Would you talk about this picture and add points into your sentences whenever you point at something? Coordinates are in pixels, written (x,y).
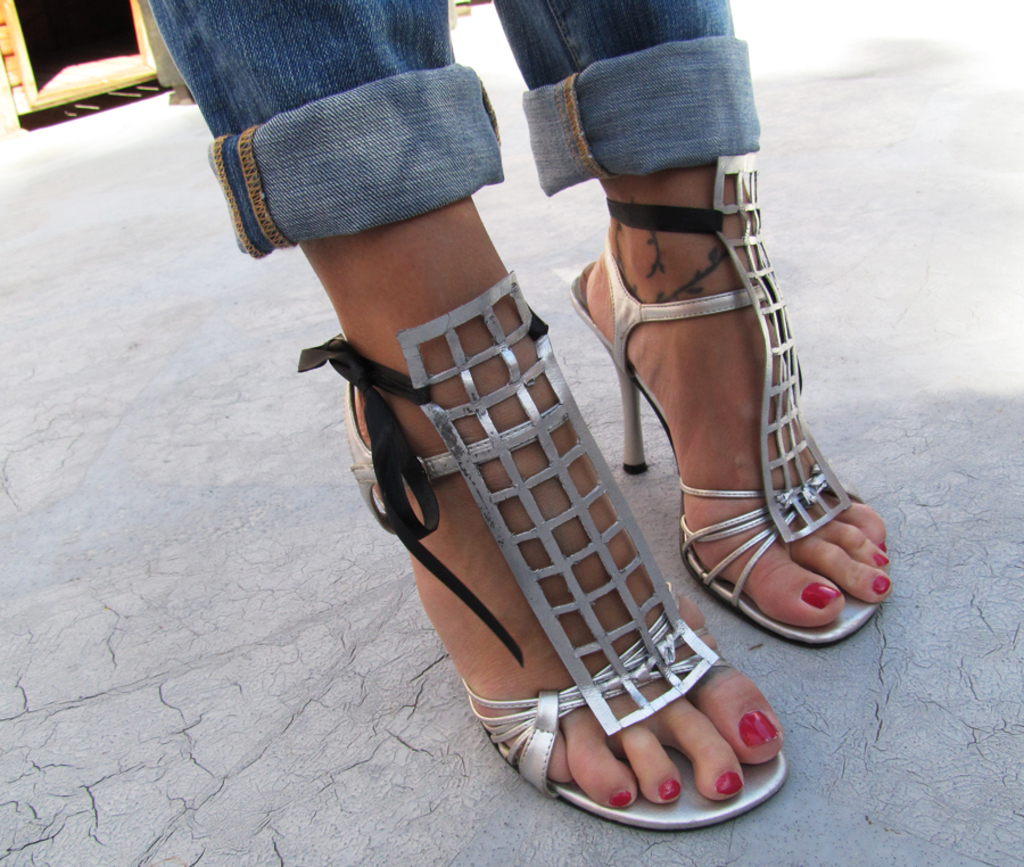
In this picture we can see legs (424,195) of a person (404,271) and heels (645,468).
